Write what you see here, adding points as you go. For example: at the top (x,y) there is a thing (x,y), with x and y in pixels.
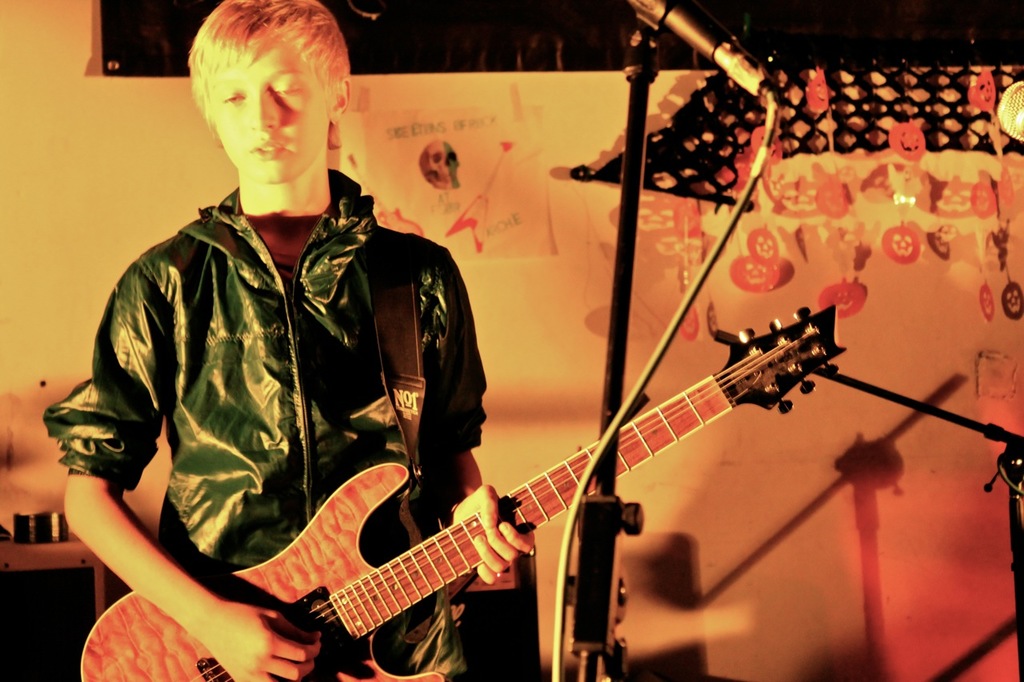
In the image we can see there is a man (295,639) who is standing and holding guitar (542,488) in his hand (282,642) and he is wearing green colour jacket (364,382). At the back (604,234) the wall (505,475) is in yellow colour.
